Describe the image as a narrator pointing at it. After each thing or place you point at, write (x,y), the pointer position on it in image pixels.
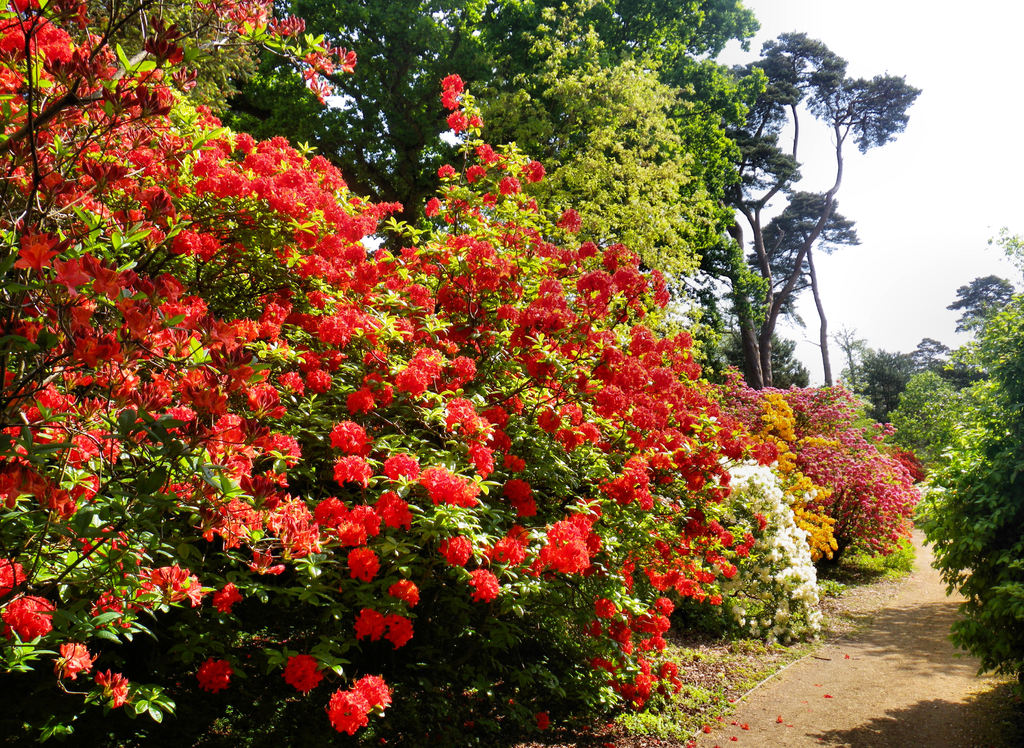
In the image there are many plants (371,615) with red, yellow, pink and white flowers (800,477). In the background (414,94) there are many trees (710,242) and also there is a sky (822,253).
